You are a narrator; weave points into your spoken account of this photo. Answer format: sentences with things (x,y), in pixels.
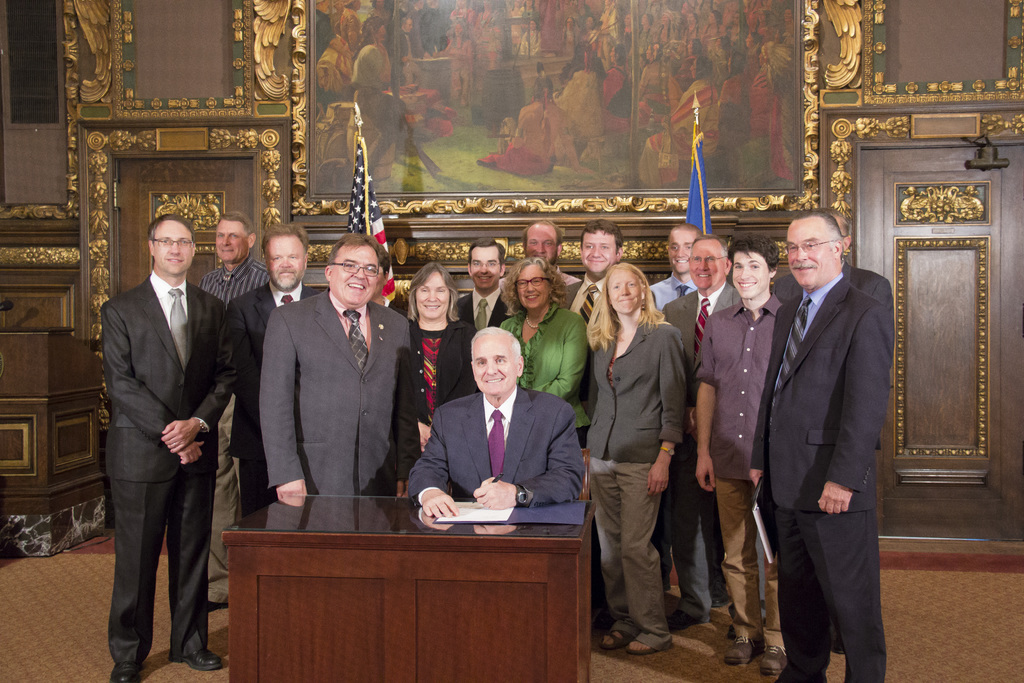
In this image a group of people (432,304) standing, beside them there is a person (505,459) sitting on chair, in front of him there is a table (549,585), on that table (529,656) there is a book (514,521), in the background (92,121) there is beautiful architecture (977,15) and a painting (581,3) there are two flag (694,168).
